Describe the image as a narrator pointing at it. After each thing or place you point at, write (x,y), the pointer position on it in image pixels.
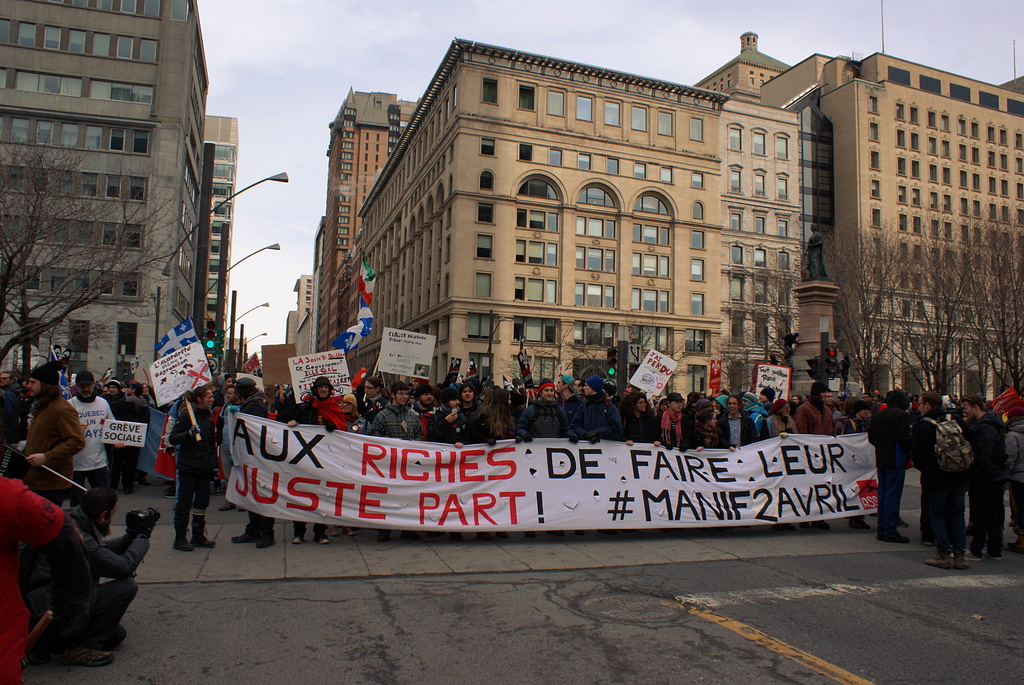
In this image we can see the buildings (612,247), trees (875,340), traffic signal light poles (208,331) and also statue (813,235). We can also see the placards (297,383), banner (567,506) with the text (335,510), flags (371,299) and also light poles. We can also see many people (964,411) standing on the path (875,561). At the top (332,56) we can see the sky (621,33).
